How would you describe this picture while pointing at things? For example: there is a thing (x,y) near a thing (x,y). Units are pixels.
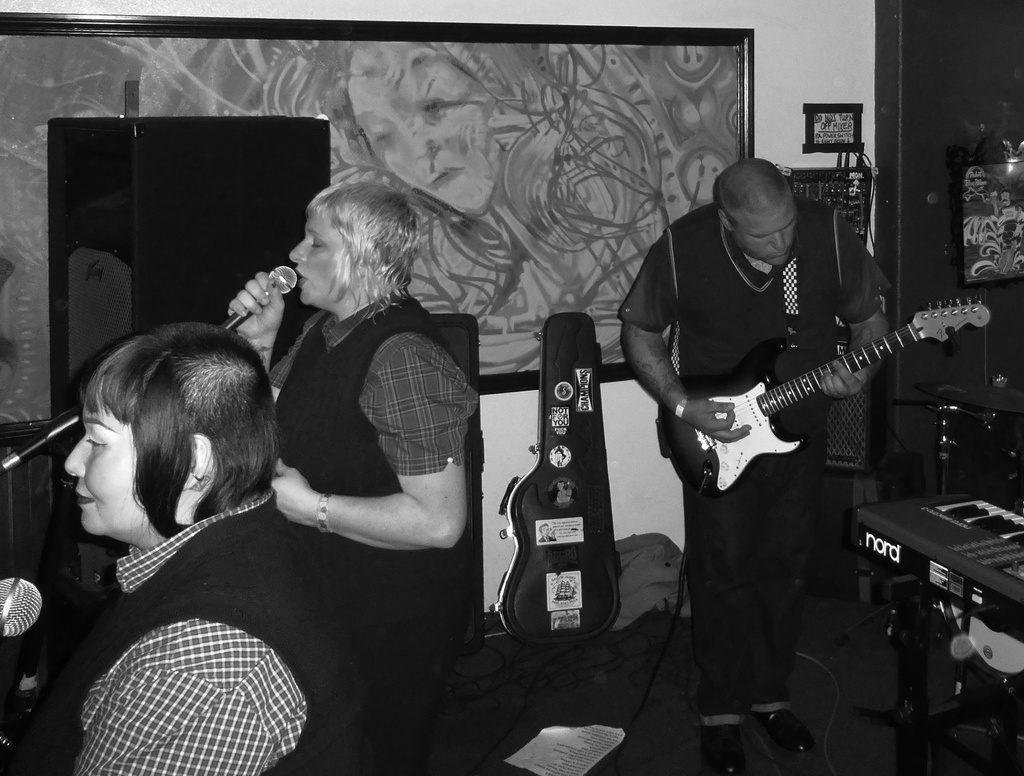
This picture shows two women (328,448) singing with the help of a microphone (285,283) and we see a man (851,311) playing guitar (945,317) on their back.
